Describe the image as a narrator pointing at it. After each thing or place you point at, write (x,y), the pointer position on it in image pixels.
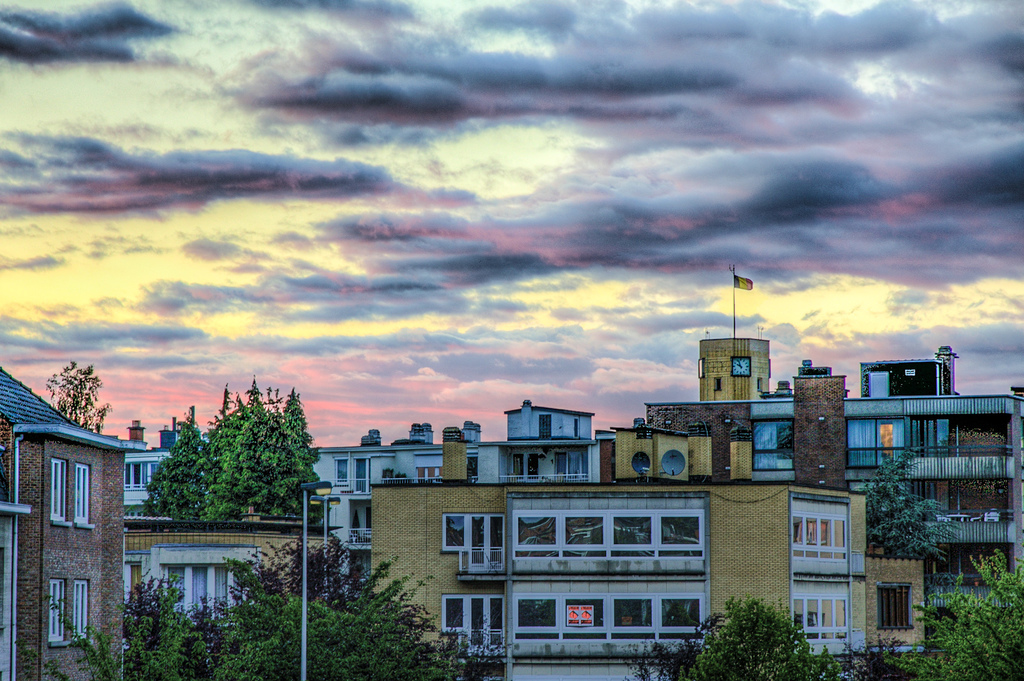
In this image I can see few buildings (935,471), windows (882,440), trees (316,653), flagpoles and the sky (472,224).
